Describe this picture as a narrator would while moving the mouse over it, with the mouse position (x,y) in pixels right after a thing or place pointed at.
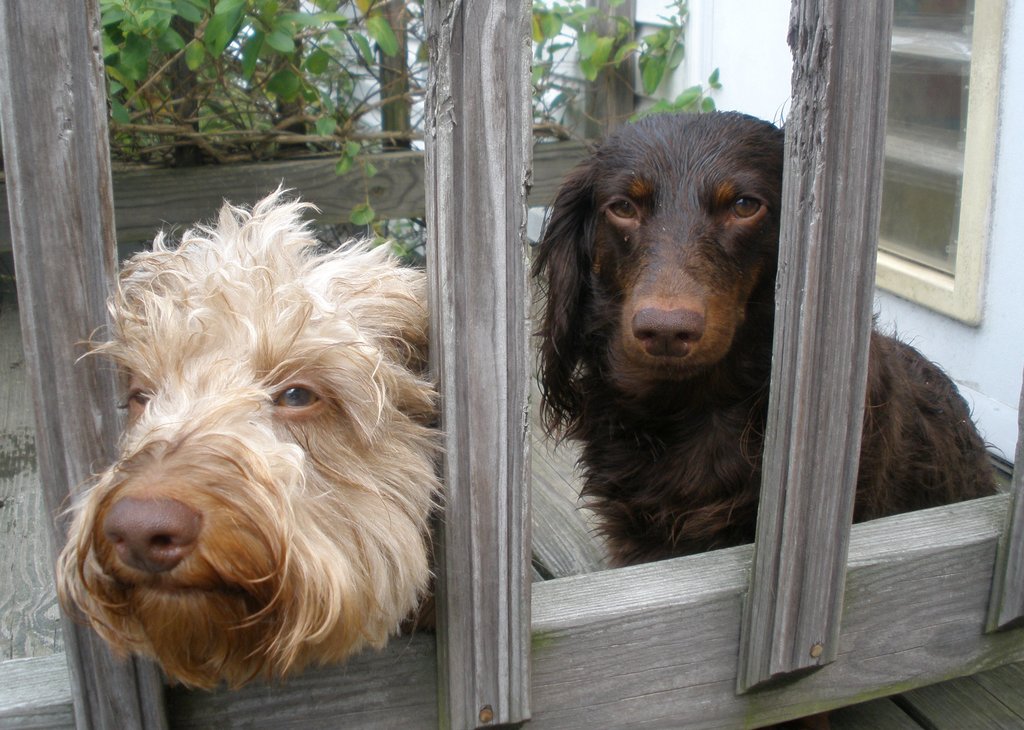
In this picture we can see there are two dogs (400,442) and in front of the dogs (665,357), it looks like a wooden fence (753,672). Behind the dogs (347,324) there are plants (311,90) and a wall (787,62) with a window (895,93).
